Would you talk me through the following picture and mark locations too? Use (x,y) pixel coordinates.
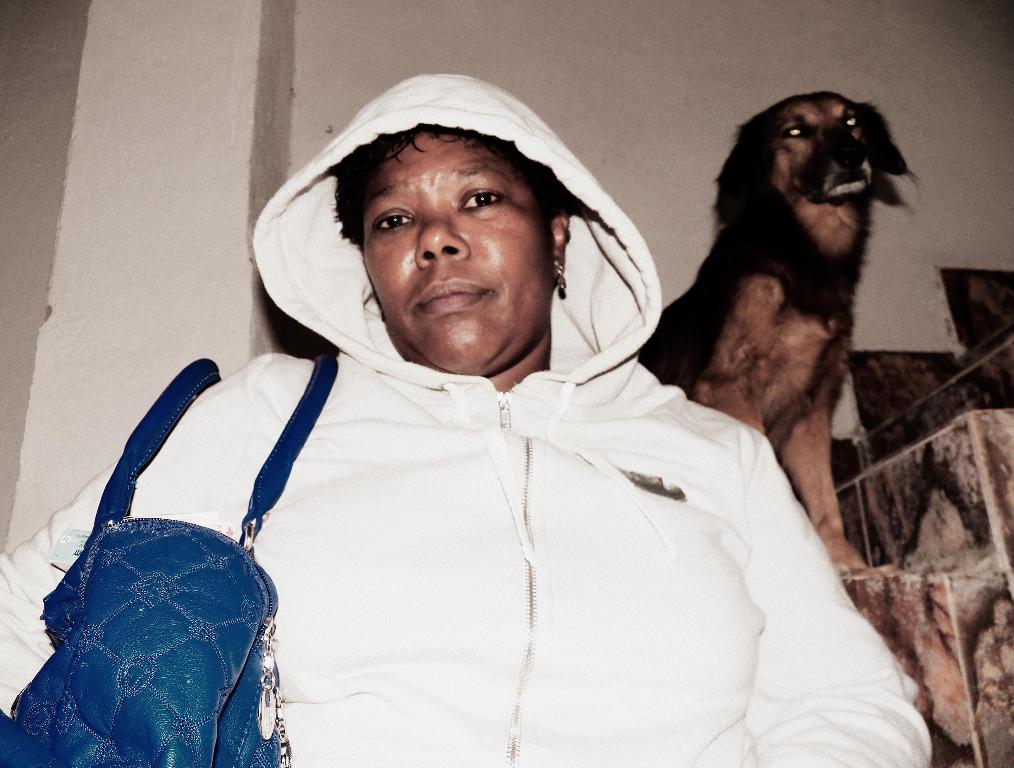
In this image there is a lady (674,494) standing, in the background (770,424) there is a dog (824,378) standing on steps (951,475) and there is a wall (515,24).
